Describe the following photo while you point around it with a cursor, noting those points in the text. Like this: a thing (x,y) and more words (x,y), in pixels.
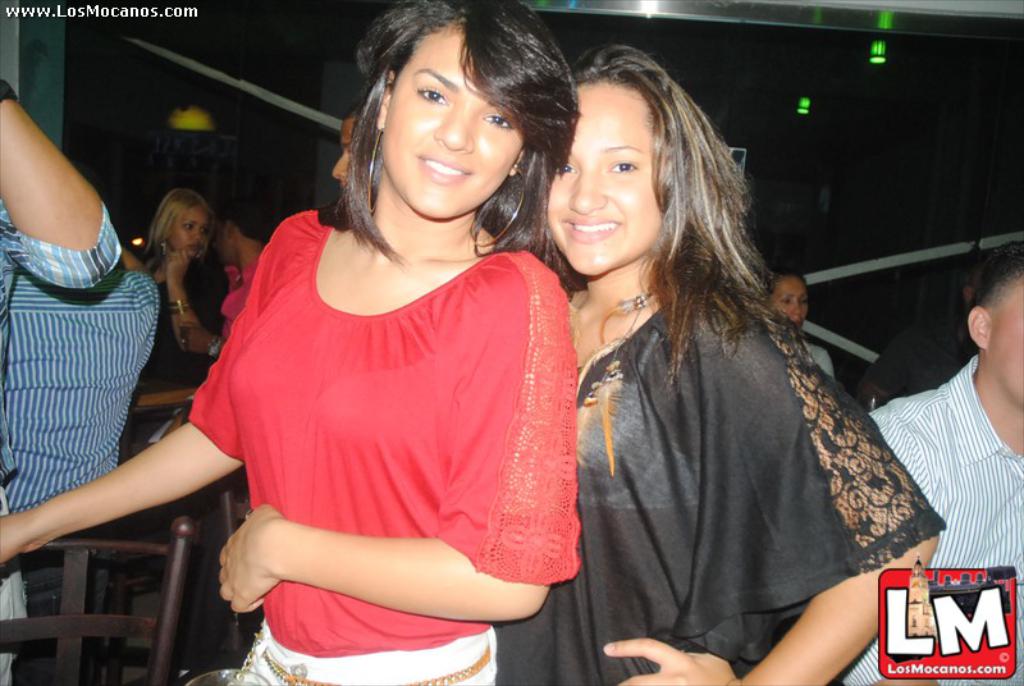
In this picture there are two women (570,270) who are standing and smiling. There is a man (955,433). There are few people (165,322) at the background (258,262). There is a light (882,41) on the roof (883,55).
